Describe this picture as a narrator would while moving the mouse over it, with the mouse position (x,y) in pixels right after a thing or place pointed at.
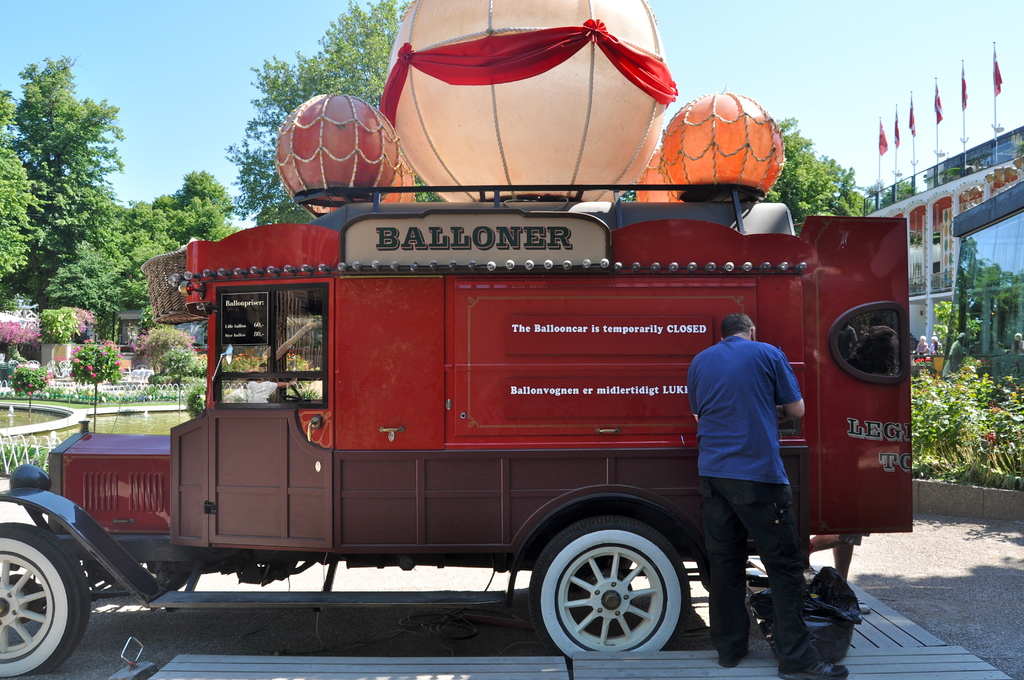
In this picture we can see a man (742,446), vehicle (475,448), bag (850,610), plants (963,387), water (154,425), trees (861,213), flags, some objects (621,95) and in the background (173,71) we can see the sky (828,45).
